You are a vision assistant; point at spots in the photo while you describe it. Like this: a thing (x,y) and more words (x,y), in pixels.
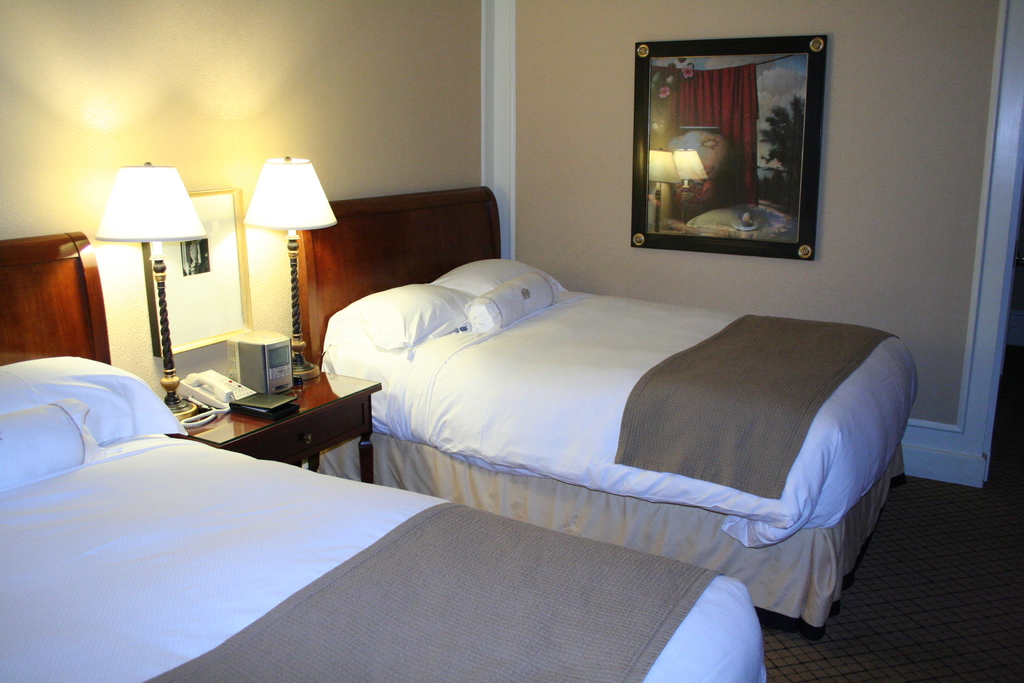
There are two white beds (525,348) on the either side and there is a table (312,413) in between which has a telephone (224,404) and two lamps (291,266) on it.
